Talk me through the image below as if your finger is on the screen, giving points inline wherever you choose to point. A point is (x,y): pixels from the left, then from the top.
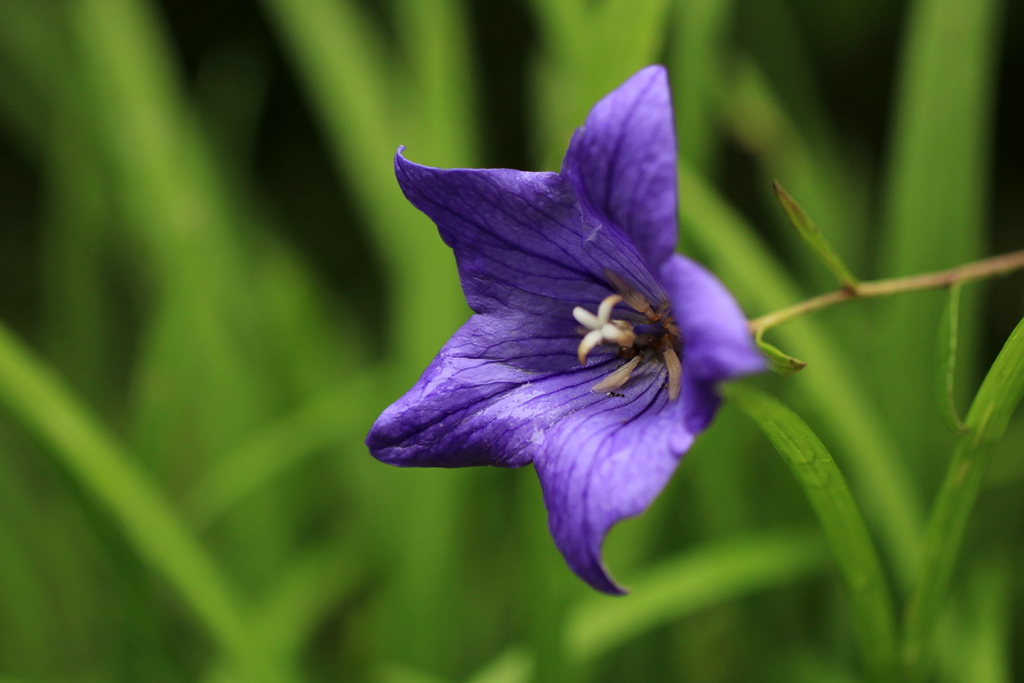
In this image we can see a violet color flower (634,362) on stem (777,317). In the background (269,165) it is green and blur.
